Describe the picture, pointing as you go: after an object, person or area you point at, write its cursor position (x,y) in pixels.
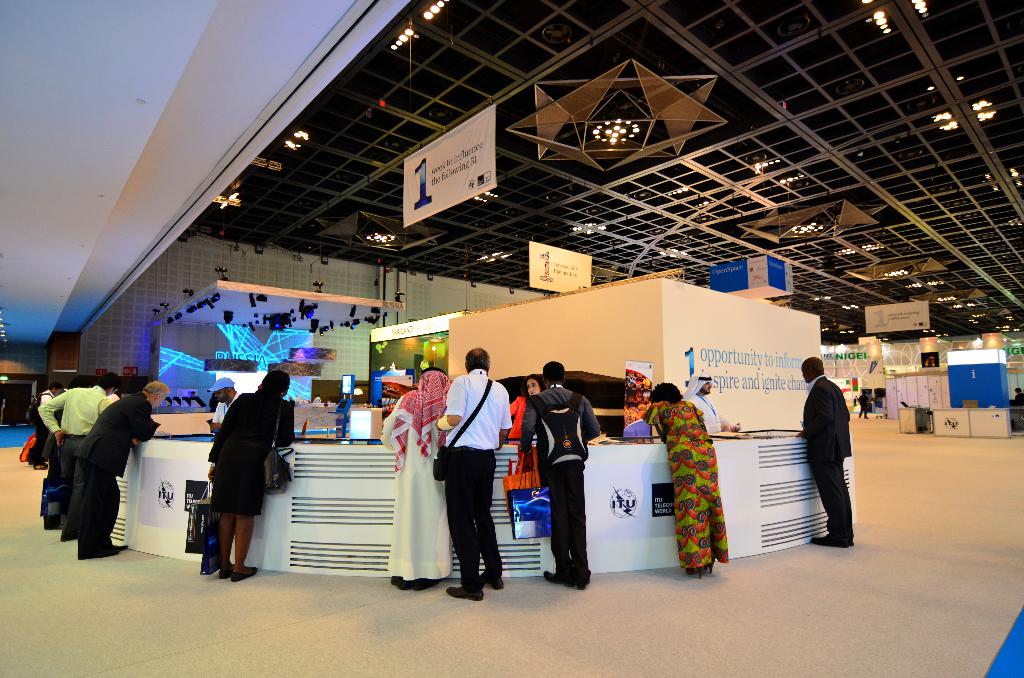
In this picture we can see a group of people (394,411) standing on the floor (338,594), some people (585,419) are carrying bags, banners (482,150), screens (308,377), lights (401,243), roof (609,223), walls (326,279) and some objects (847,482).
